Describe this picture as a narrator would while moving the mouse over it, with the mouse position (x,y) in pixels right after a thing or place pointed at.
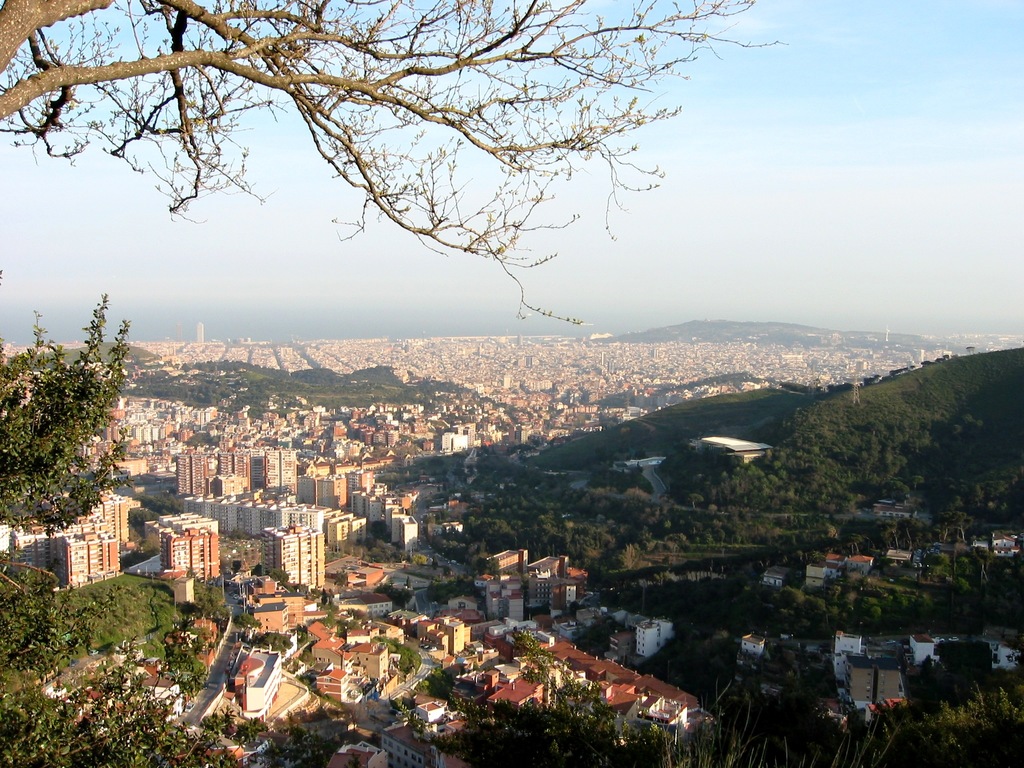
In this image there are trees (60,371), buildings (499,364), mountains (858,342). At the top of the image (886,144) there is sky (880,146).
